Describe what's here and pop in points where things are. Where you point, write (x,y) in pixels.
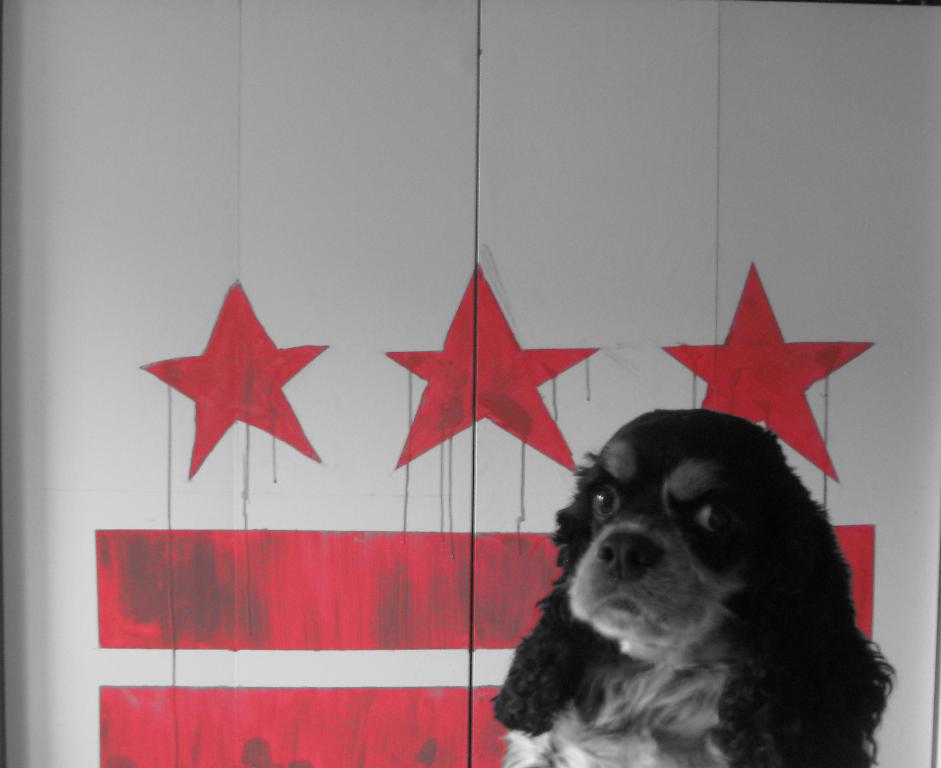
In this picture we can see a dog (652,641). Behind the dog (644,706), there are paintings (296,419) on an object (644,285).
